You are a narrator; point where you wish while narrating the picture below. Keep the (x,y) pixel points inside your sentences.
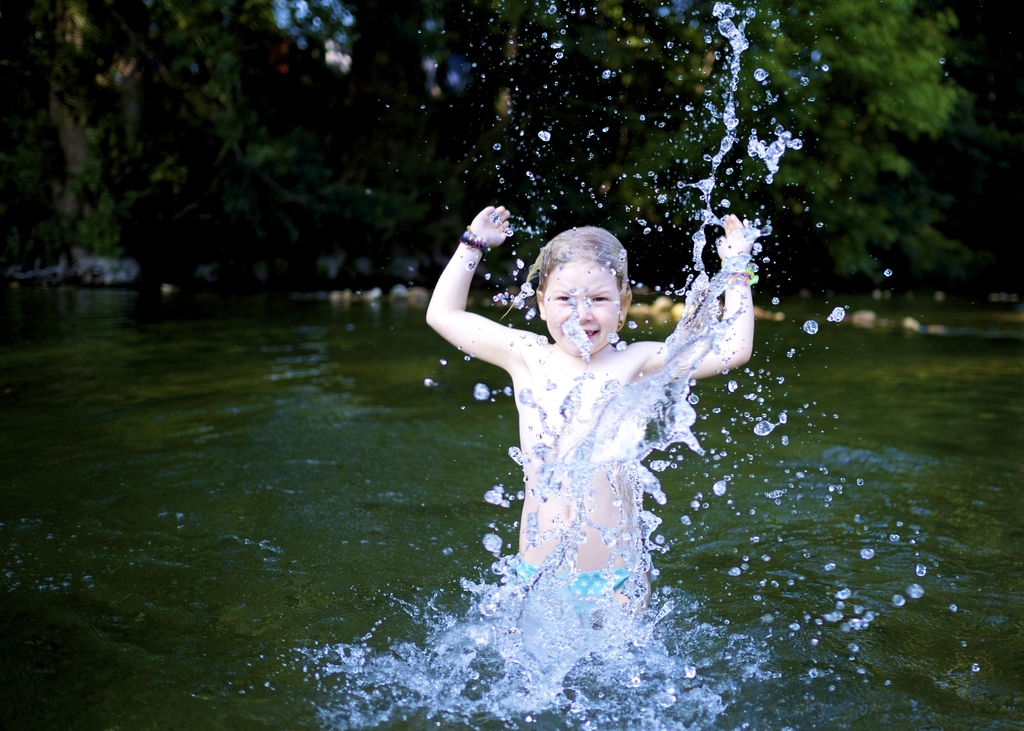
In this image we can see the child (748,243) standing in the water (658,631). The background of the image (81,70) is blurred, where we can see the trees (63,124).
